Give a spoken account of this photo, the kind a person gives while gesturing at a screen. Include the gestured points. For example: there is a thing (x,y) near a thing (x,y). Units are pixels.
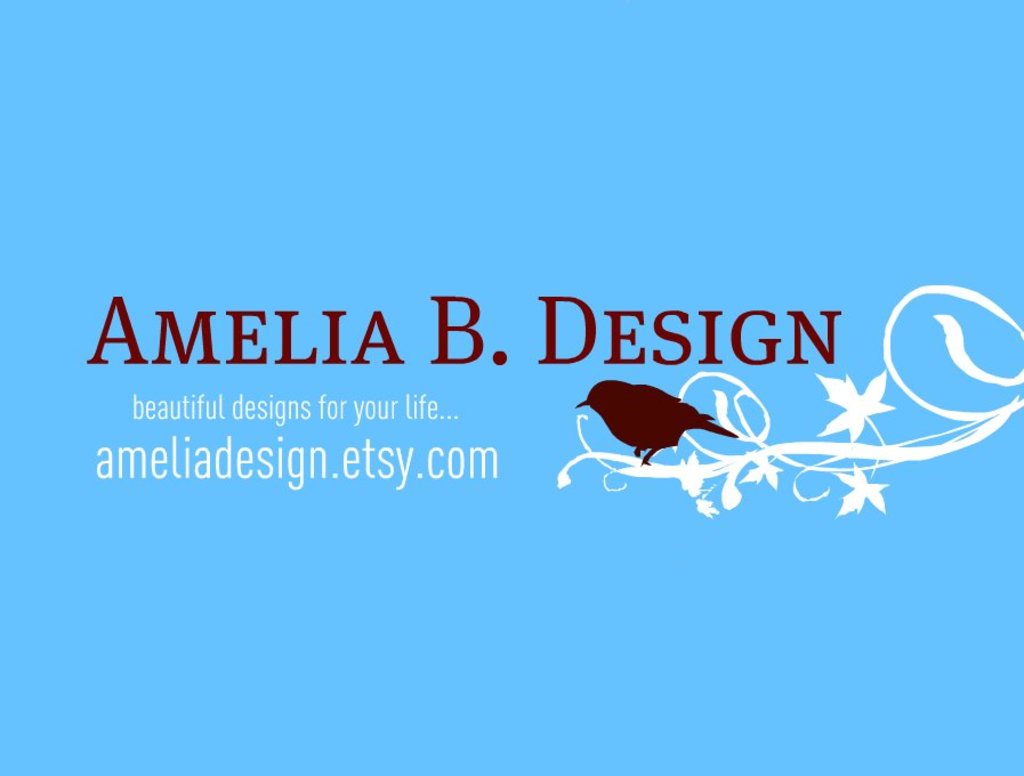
In the center of the image (625,467) we can see one poster (695,548). On the poster (690,532), we can see some design (794,486), in which we can see one bird (657,449). And we can see some text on the poster (327,539).
